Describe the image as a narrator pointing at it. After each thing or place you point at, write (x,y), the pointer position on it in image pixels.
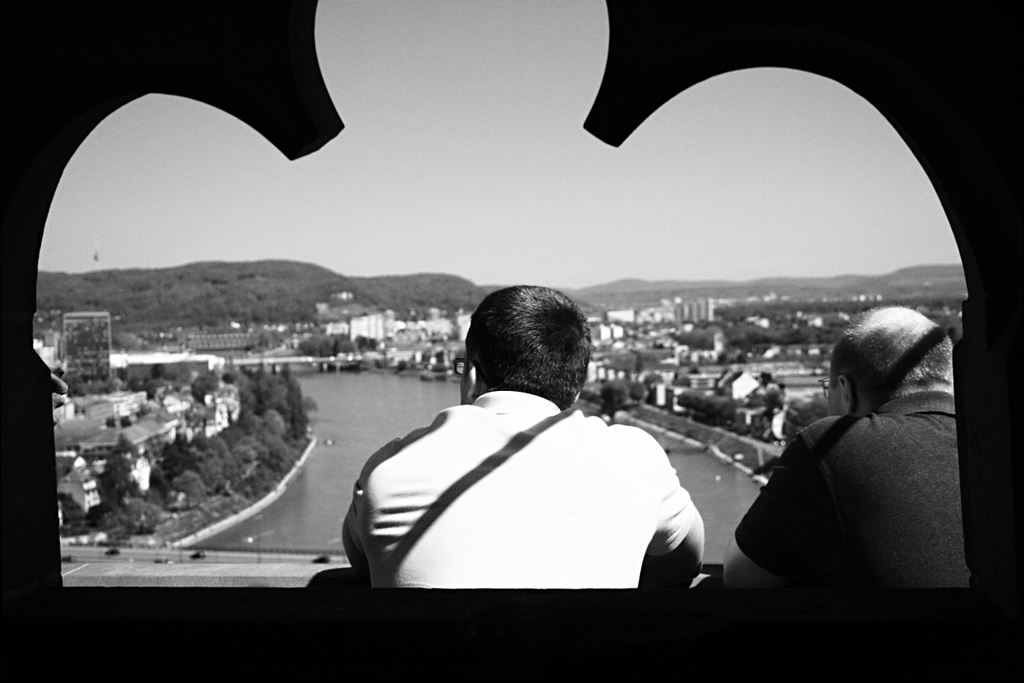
In this image I can see two person (839,461). Back Side I can see trees (198,474), buildings (101,433) and water (369,404). We can see mountain (315,269). The image is in black and white.
